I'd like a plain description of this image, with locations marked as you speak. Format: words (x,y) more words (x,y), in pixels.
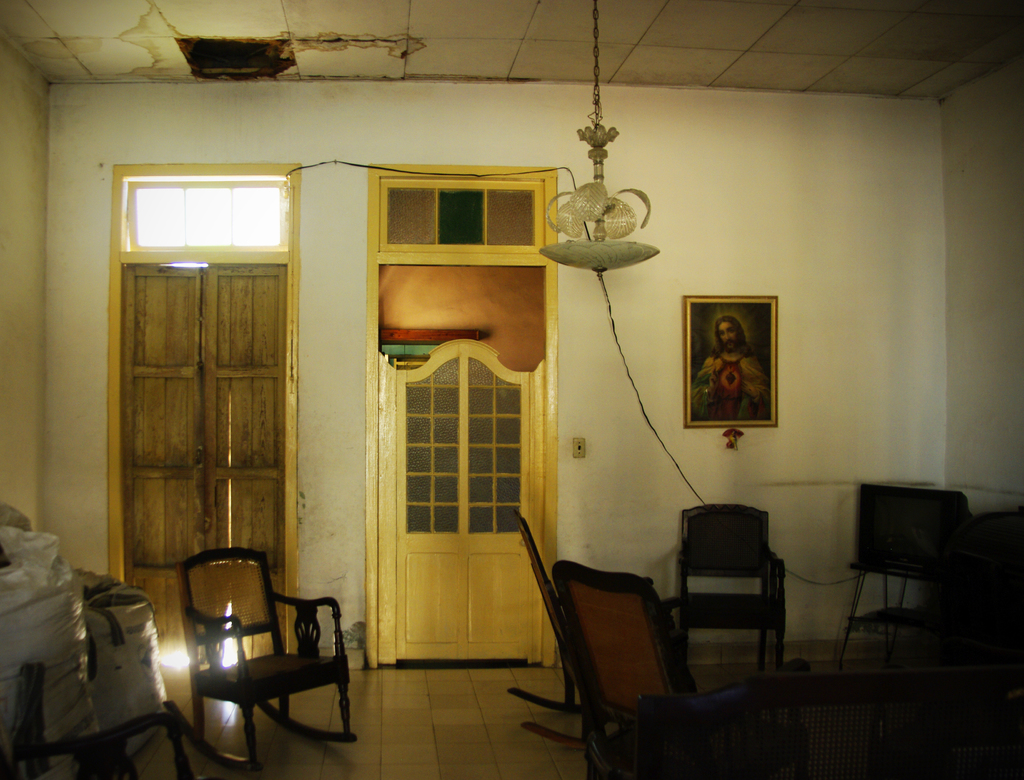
In this image few chairs (600,746) are on the floor (704,675). Left side (23,577) there are few bags (148,629) on the floor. Right side (706,329) there is a picture frame (757,367) attached to the wall (796,341) having doors (169,516). A chandelier (592,251) is hanging from the roof (584,51).
